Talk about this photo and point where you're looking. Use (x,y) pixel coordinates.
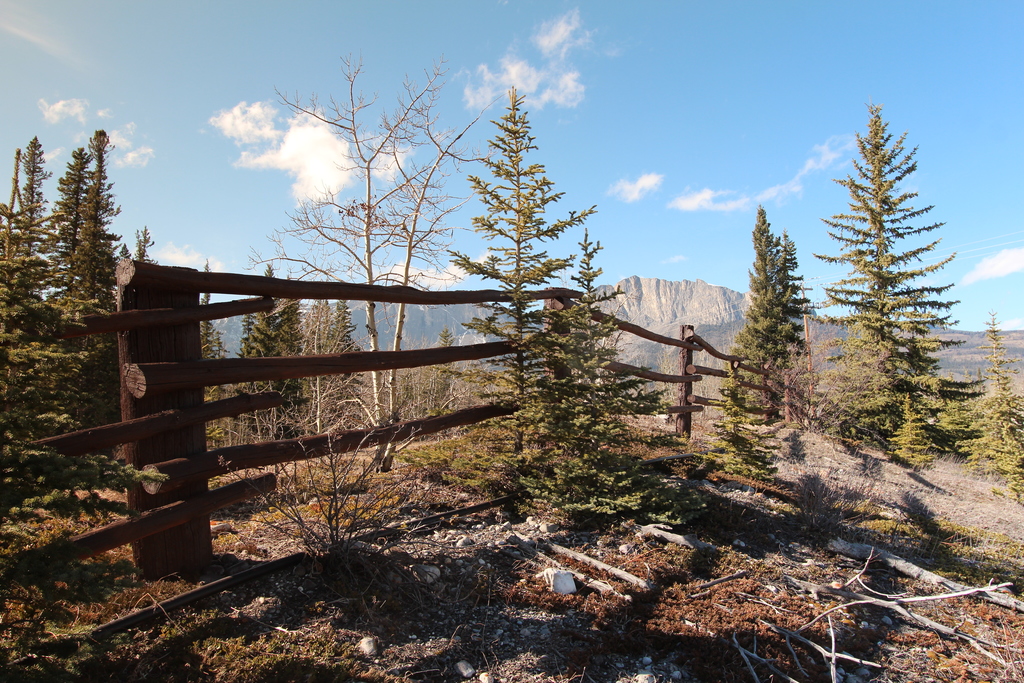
Here in this picture we can see the ground (833,638) is covered with grass (671,584) and we can also see plants (488,489) and trees (545,429) present and in the middle (351,288) we can see a wooden railing (127,361) present and in the far we can see mountains (643,342) present and we can see clouds (520,78) in the sky (274,58).
